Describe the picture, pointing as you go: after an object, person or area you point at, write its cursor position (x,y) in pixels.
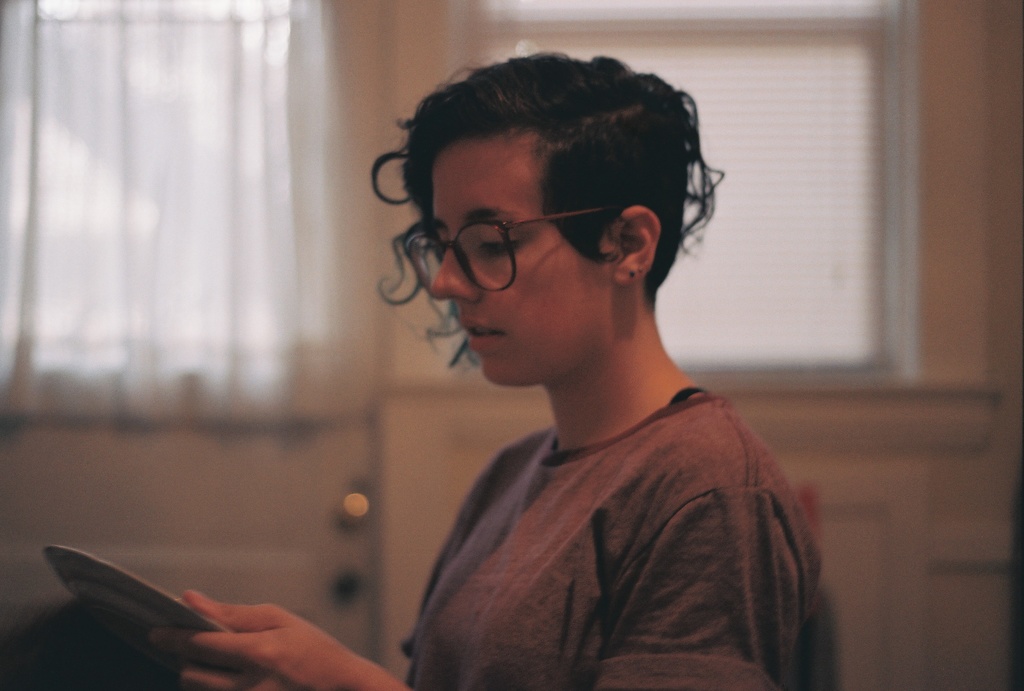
In this picture there is a girl (679,588) standing in the front (179,680) and looking into the book (176,613). Behind there is a window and white curtains (207,363).
